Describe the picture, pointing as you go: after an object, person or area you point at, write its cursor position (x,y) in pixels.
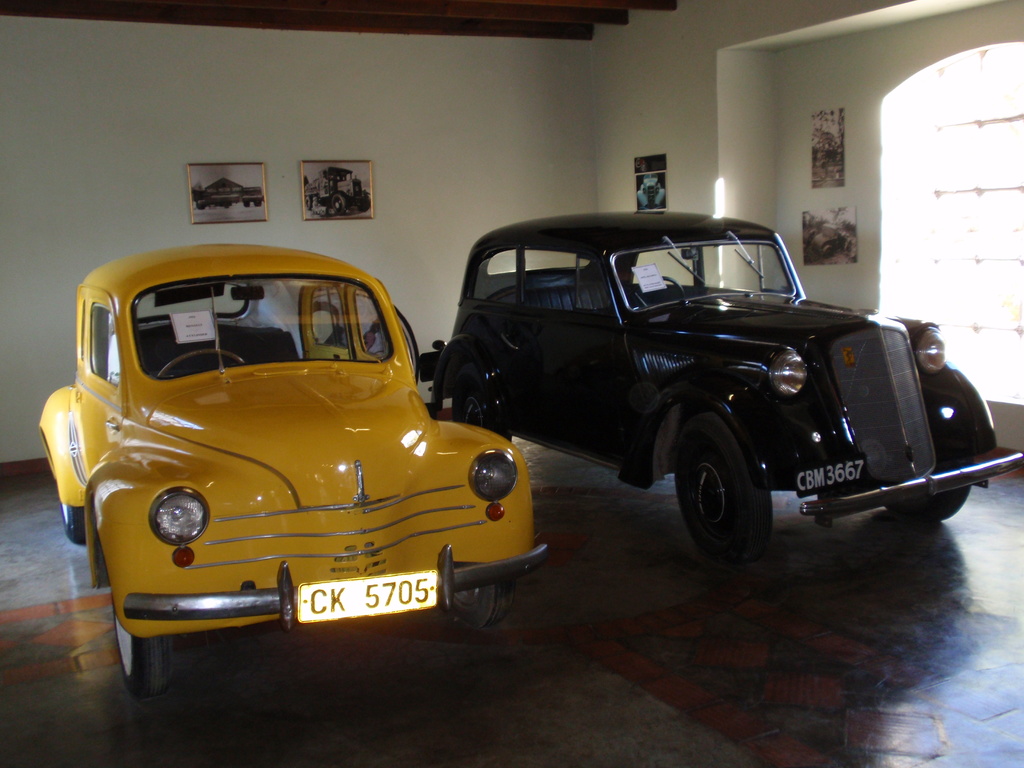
In the image we can see there are two cars (558,433) parked on the ground (661,695) and the cars (688,403) are in yellow and black colour. Behind there are photo frames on the wall (30,179).
